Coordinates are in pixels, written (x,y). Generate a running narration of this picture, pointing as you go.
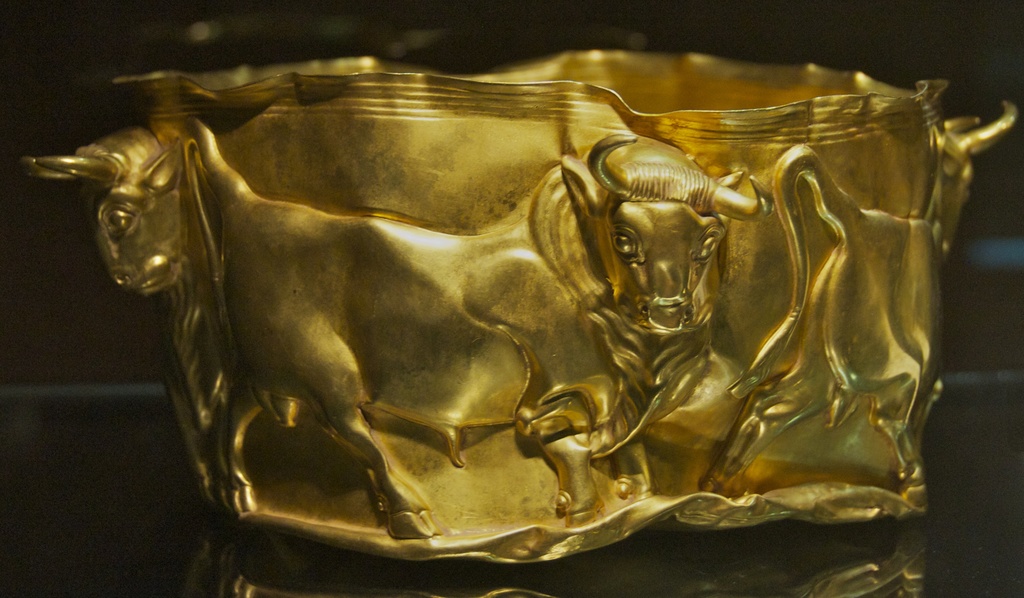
This looks like a metal object (468,143) with gold color. I can see the design (262,209) of the bulls (599,318) on the metal (878,261).
